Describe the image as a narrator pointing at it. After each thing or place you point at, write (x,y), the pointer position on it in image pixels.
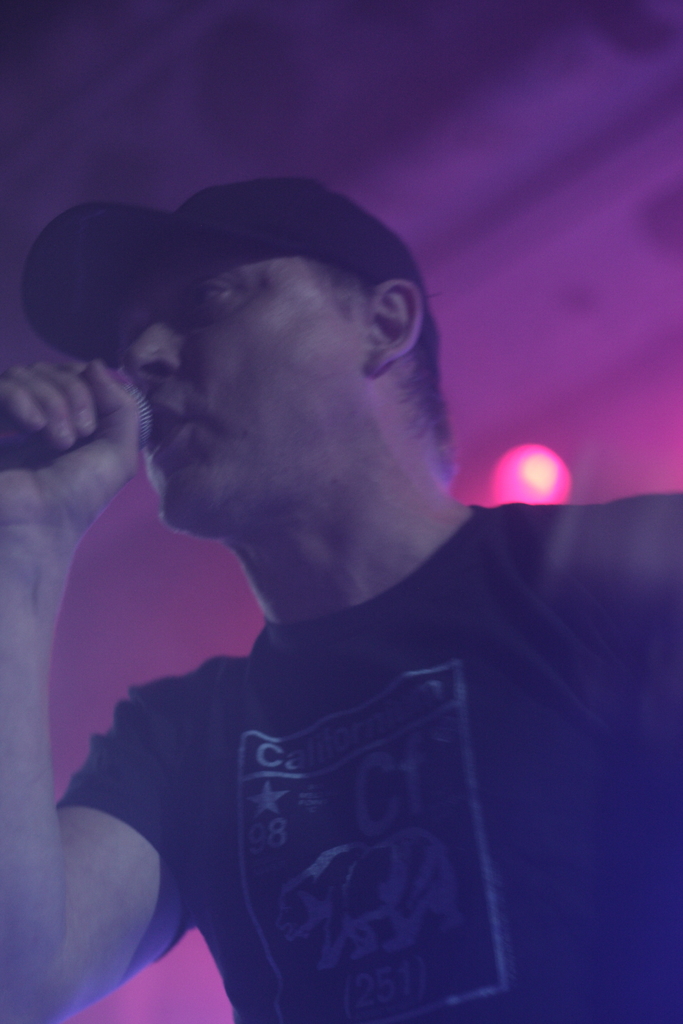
In this image I can see a man (330,504) and I can see he is wearing black t shirt (360,621) and black cap (99,288). I can also see he is holding a mic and I can see purple colour in background (514,171).
